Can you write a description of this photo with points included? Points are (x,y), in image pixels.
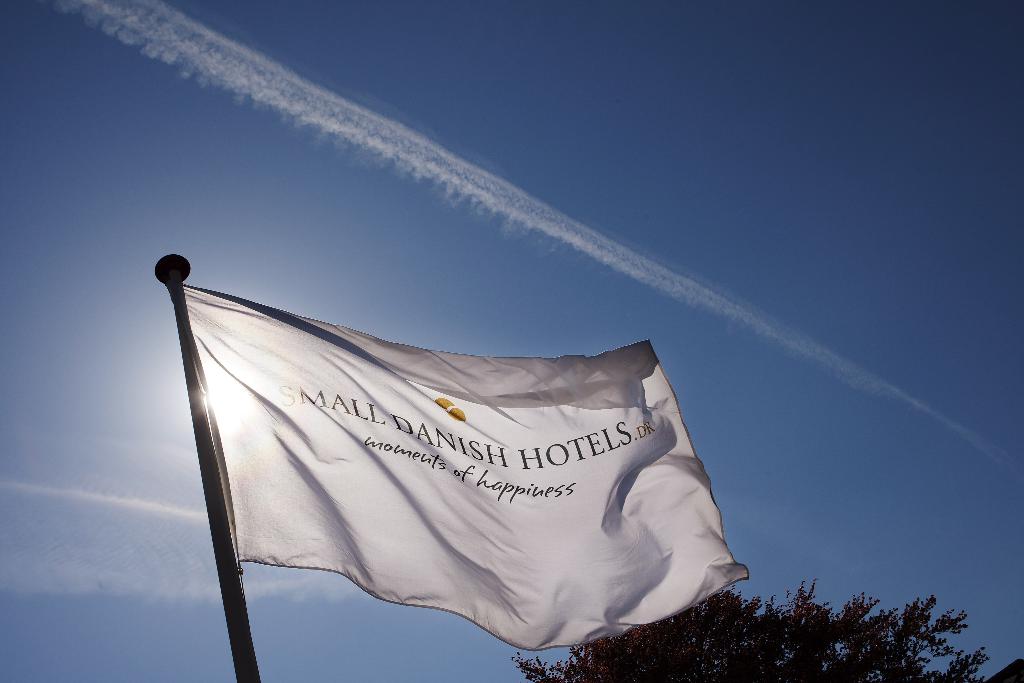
This picture is clicked outside. In the center (512,453) we can see the text (495,457) on a white color flag (250,427) attached to the pole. On the right (814,638) we can see the tree (807,622). In the background (715,108) we can see the sky (145,146) and some other objects (281,96).
